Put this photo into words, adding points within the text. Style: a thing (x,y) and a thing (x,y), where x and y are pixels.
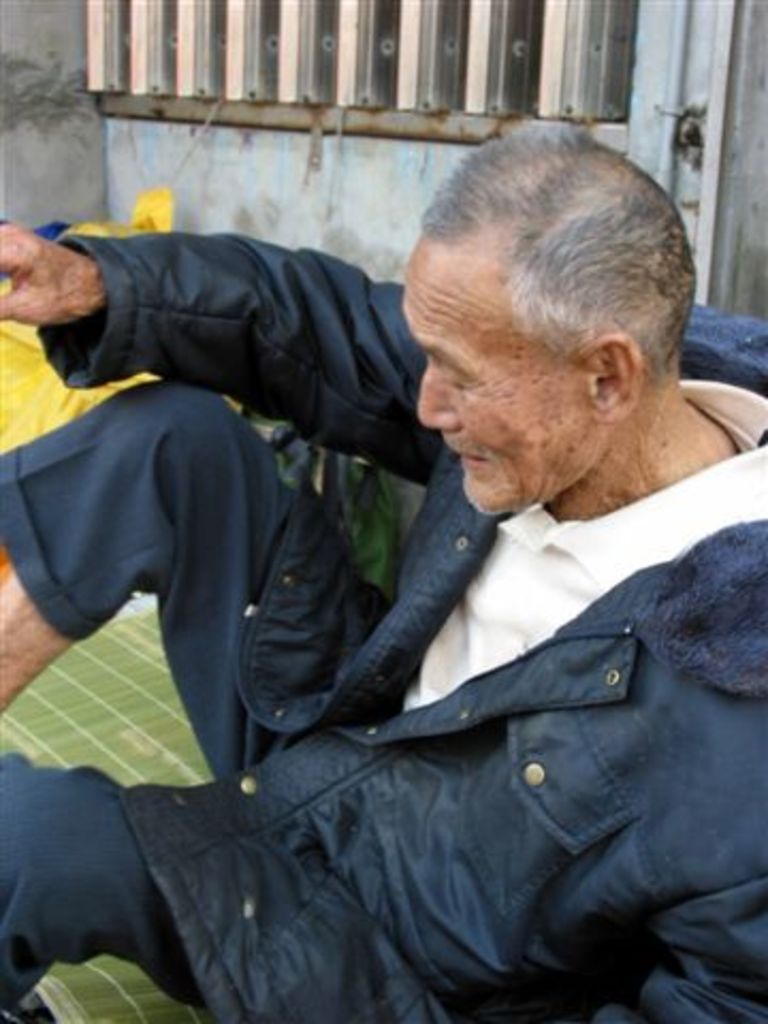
In this image I can see a person (190,874) sitting on the floor (119,740), beside him there is a building (429,15).
